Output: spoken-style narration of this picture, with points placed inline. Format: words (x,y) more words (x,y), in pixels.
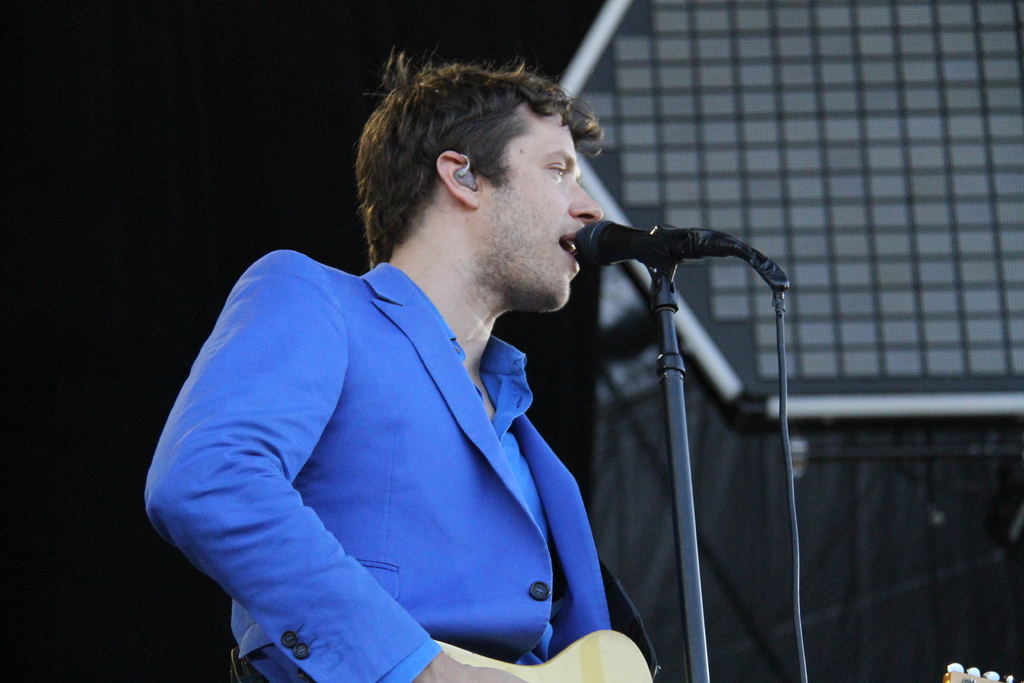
In this picture we can see a man (355,528) in the blazer (366,502) is holding a guitar (453,650) and singing a song. In front of the man (536,229) there is a microphone (638,248) with stand (699,593) and cable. Behind the person (373,380) there is a dark background (827,496) and an object (799,307).
